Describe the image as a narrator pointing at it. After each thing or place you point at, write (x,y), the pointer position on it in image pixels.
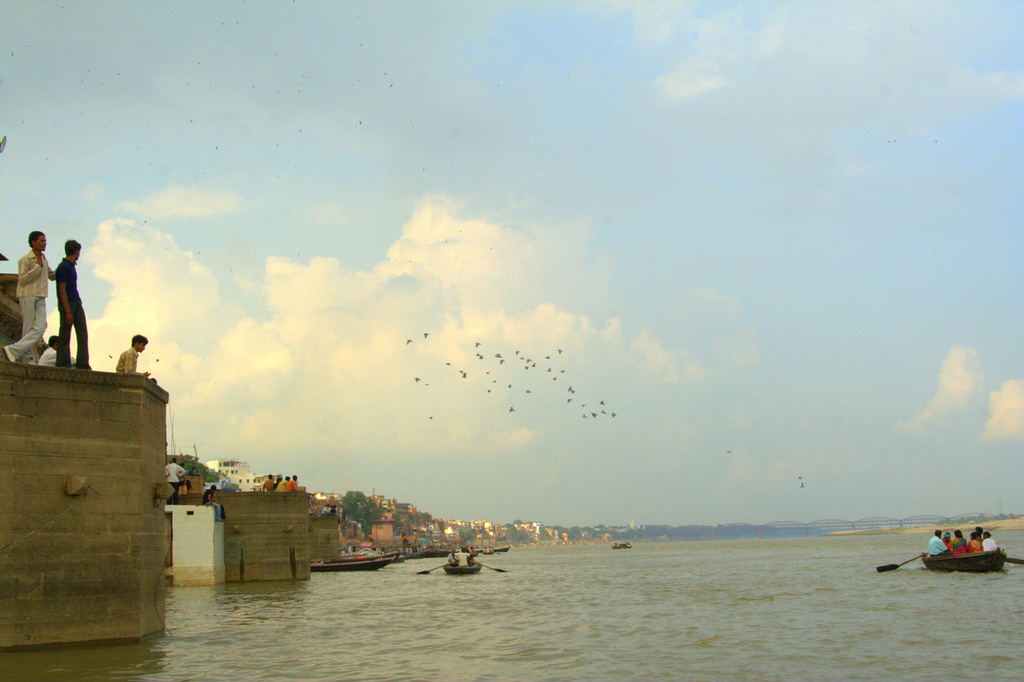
On the left side (32,301), there are two persons (32,277) standing and two persons (131,361) sitting on the wall (133,440), near water (655,617) of a river (846,656). On the water (1009,613), there are boats (468,569). There are persons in the boats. In the background (106,250), there are other persons (171,475) on the walls (224,501), there are birds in the air (438,348), there are buildings (480,521), trees (361,507) and clouds (433,255) in the blue sky (473,184).
